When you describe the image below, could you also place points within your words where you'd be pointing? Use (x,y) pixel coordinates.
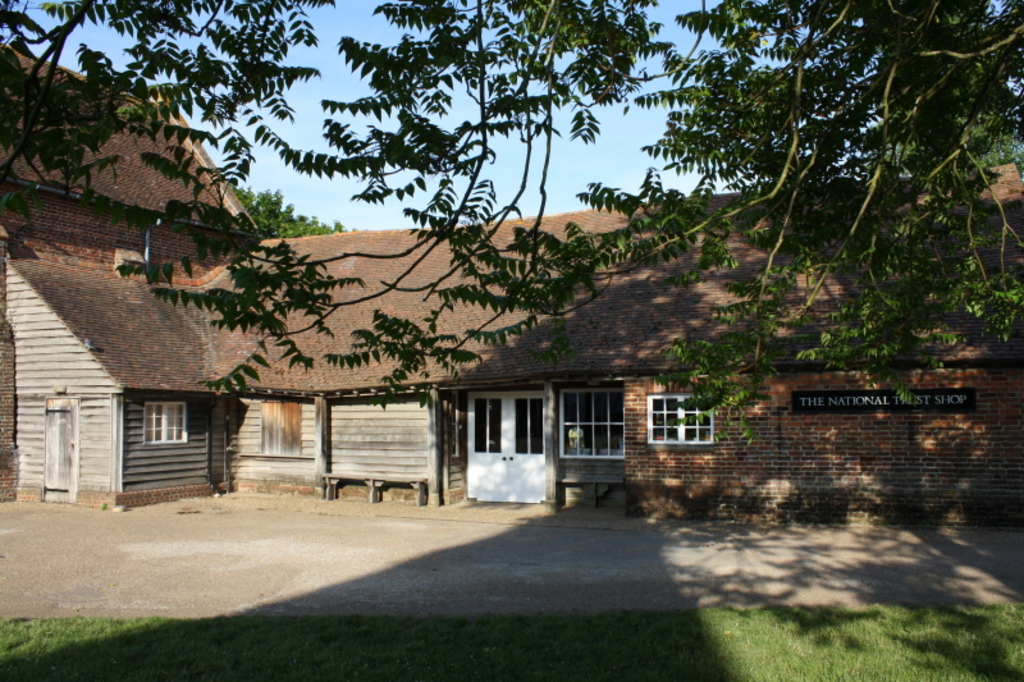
In the image we can see the house (202,272), these are the windows (563,435) and doors (526,456) of the house (526,456). Here we can see a board (859,407) and text (800,406) on it. There are trees (800,168), grass (740,631), footpath (562,566) and the sky (501,158).
